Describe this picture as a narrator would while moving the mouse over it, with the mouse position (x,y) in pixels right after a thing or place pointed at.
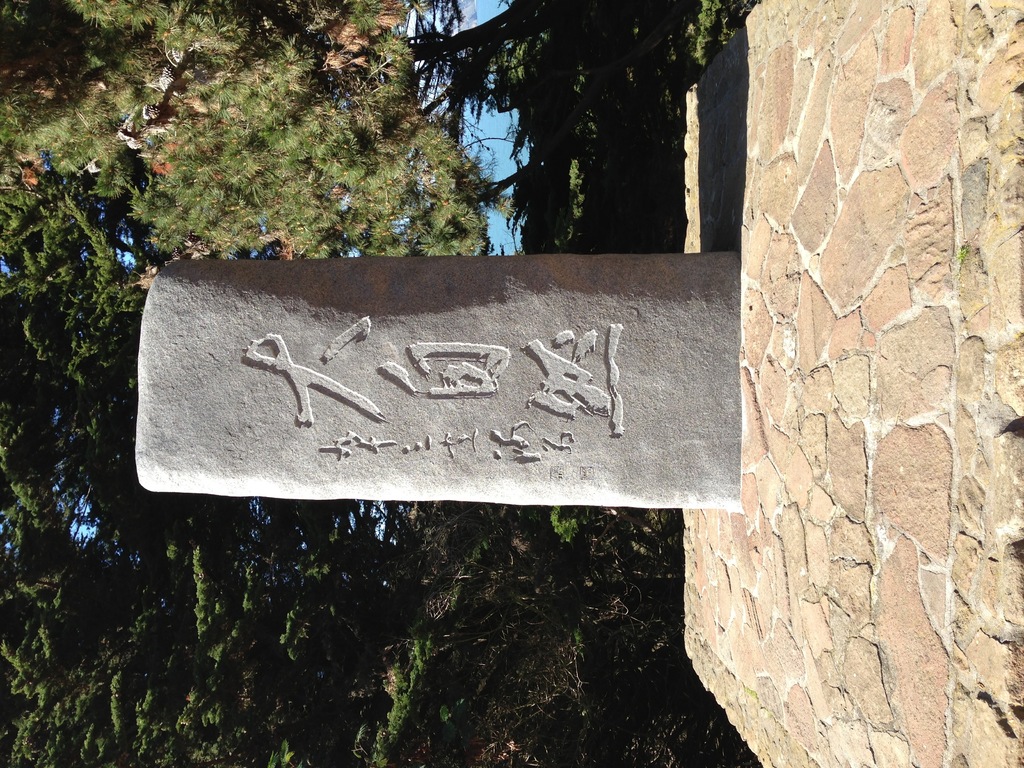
On the right side of the image (797,251) there is a wall (771,159). And we can see one stone (386,344) attached to the wall (743,329). And we can see something written on the stone (496,351). In the background (516,123) we can see the sky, trees (652,179) etc.
